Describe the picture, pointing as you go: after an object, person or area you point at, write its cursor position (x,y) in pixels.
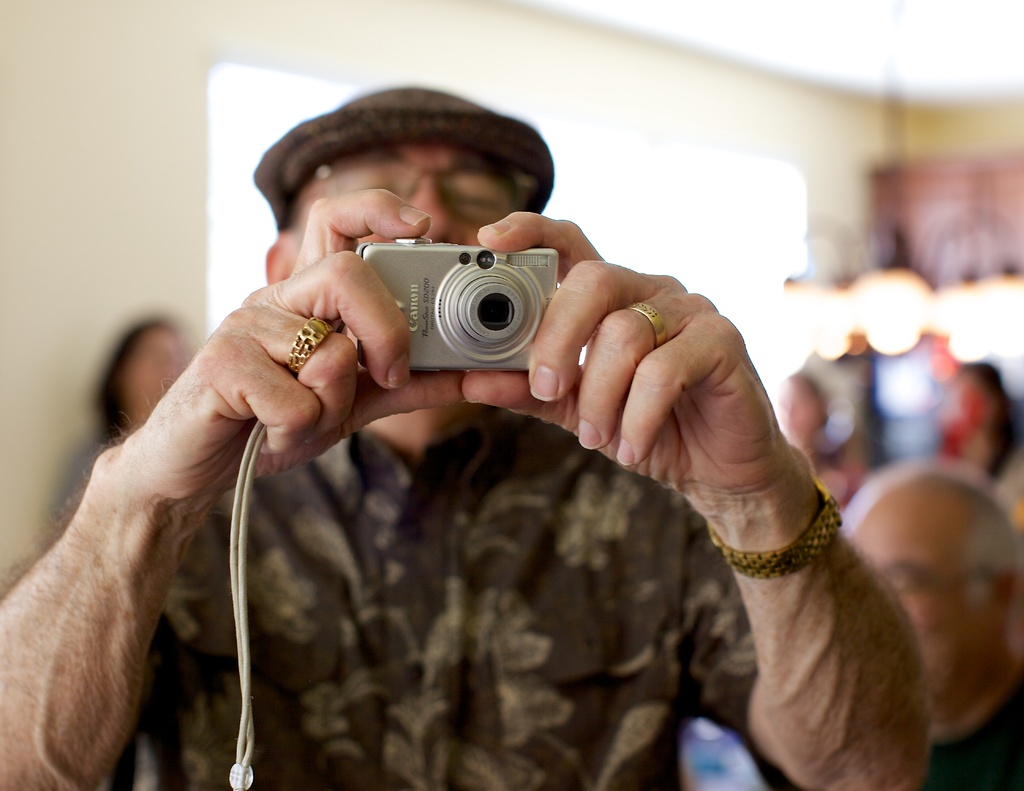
I can see a man (531,519) holding a canon camera (514,322) in his hands (699,396). At background (956,537) I can see group of people (922,539) sitting.
